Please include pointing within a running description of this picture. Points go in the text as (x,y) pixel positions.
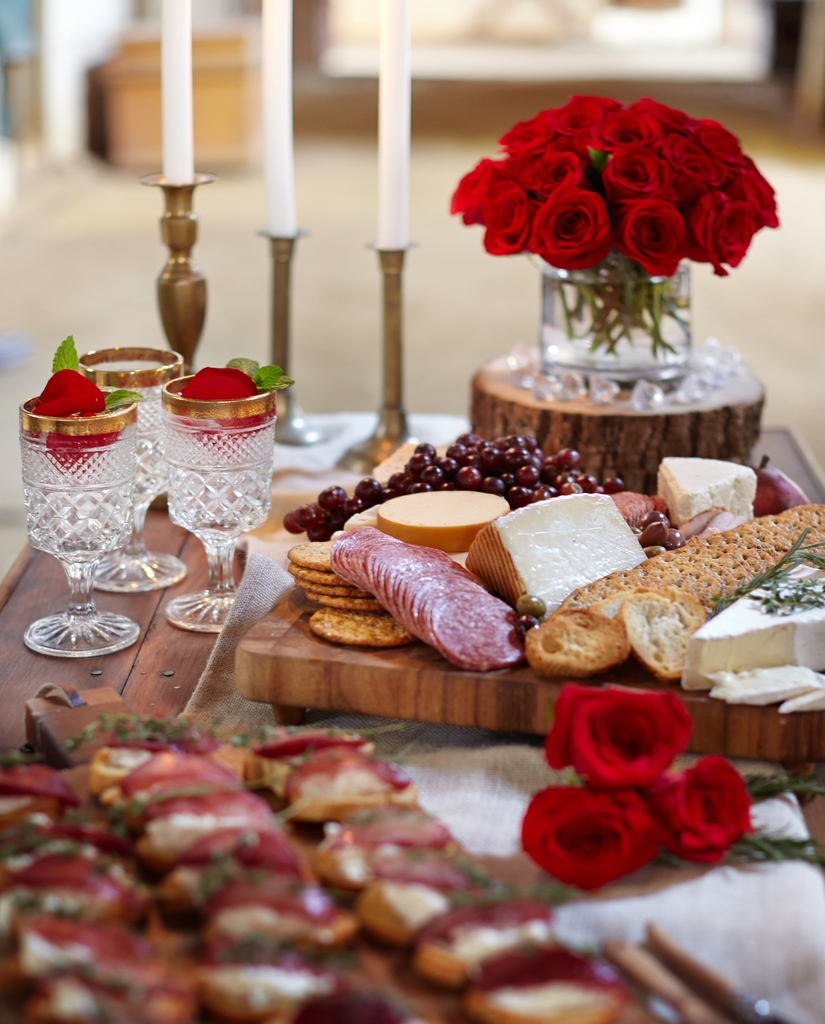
In this image I can see number of food (339,528) and also I can see few glasses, candles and roses (595,258).
